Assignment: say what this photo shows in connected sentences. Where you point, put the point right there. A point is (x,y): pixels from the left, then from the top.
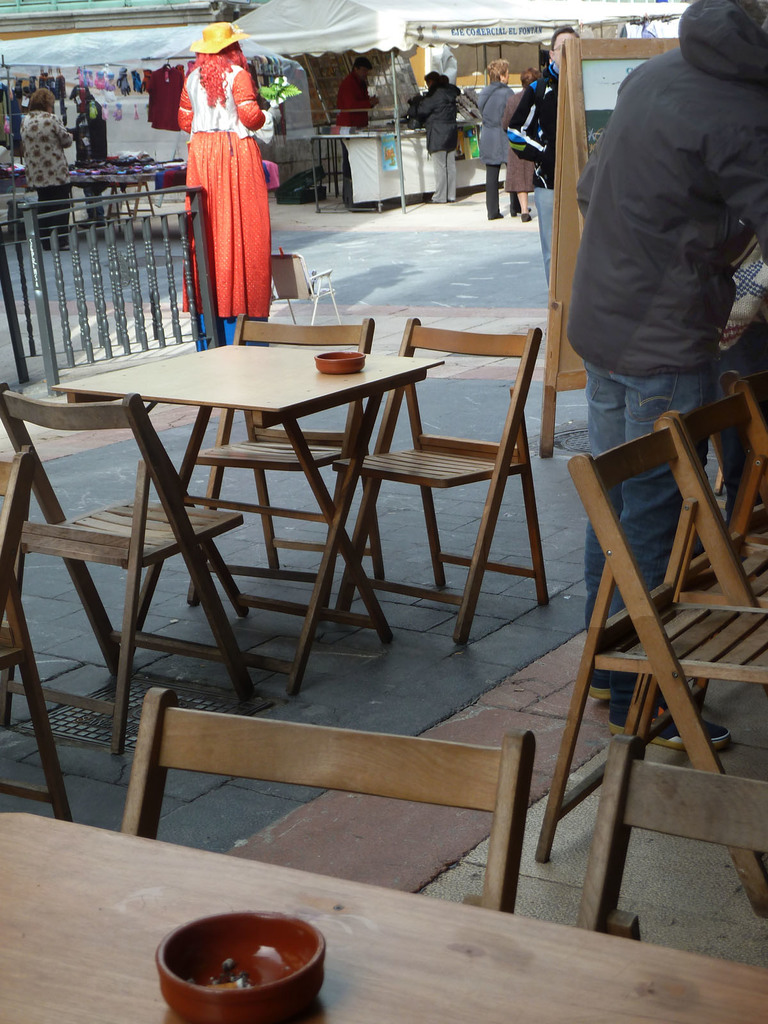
It is an open area (418,517), there are some tables (322,381) and chairs (297,729) and there is a brown color cup (273,937) on each table (296,382), to the right side (679,361) some person (633,250) is standing beside the chair (591,501), in the background (217,209) there a person (238,167) wearing orange dress (225,215), there is a chair (286,275) in front of him, behind the person (218,226) there are some stalls (415,153) and people (503,104) are visiting the stalls (89,88).
